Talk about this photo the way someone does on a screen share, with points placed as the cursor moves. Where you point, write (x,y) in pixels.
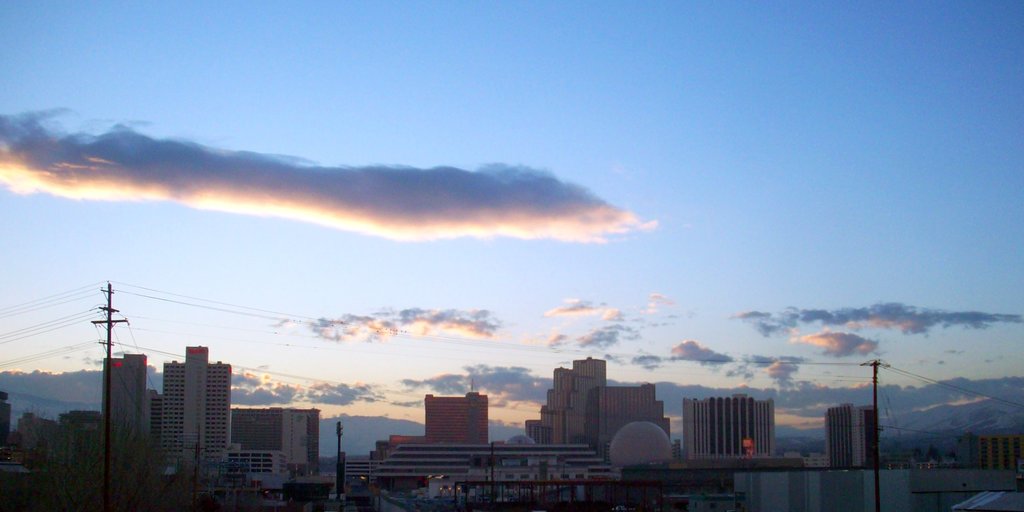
In this image there are buildings (562,421) one beside the other at the bottom (507,456). At the top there is the sky (268,268). On the left side (110,333) there is an electric pole (110,419) to which there are wires (151,299). On the right side (874,395) there is another pole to which there are wires (869,365).
